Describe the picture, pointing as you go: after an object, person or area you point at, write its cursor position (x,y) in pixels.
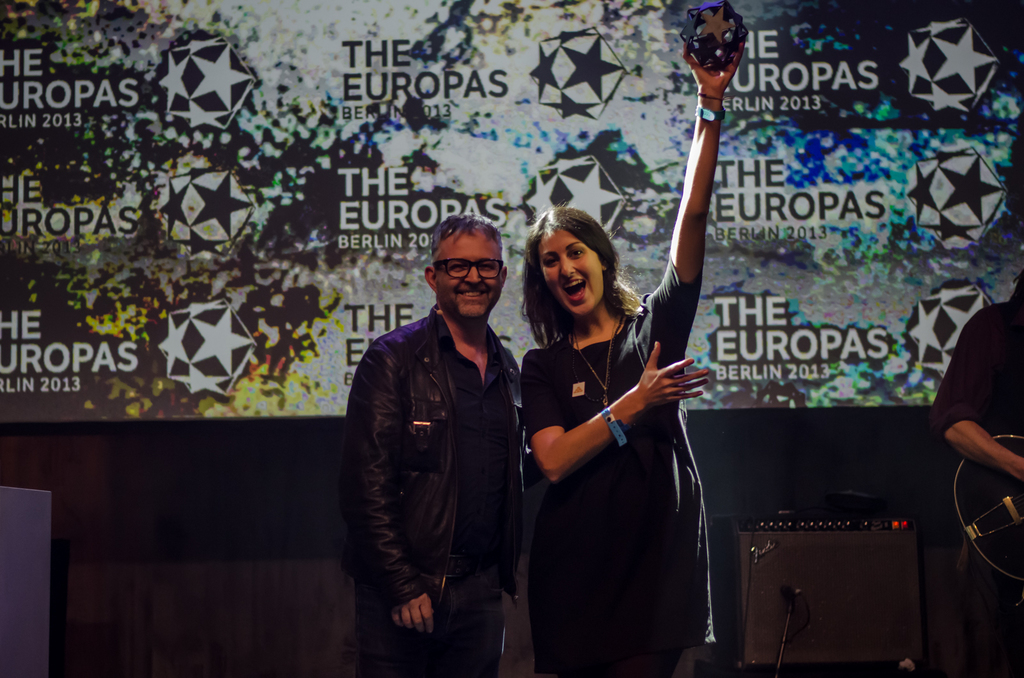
Here I can see a man (442,462) and a woman (609,469) are wearing black color dresses (482,447), standing, smiling and giving pose for the picture. The woman (589,311) is holding an object (704,29) in her hand (705,75). On the right side (968,443), I can see another person (979,402) is standing. At the back of these people (494,338) I can see the screen (384,180).
